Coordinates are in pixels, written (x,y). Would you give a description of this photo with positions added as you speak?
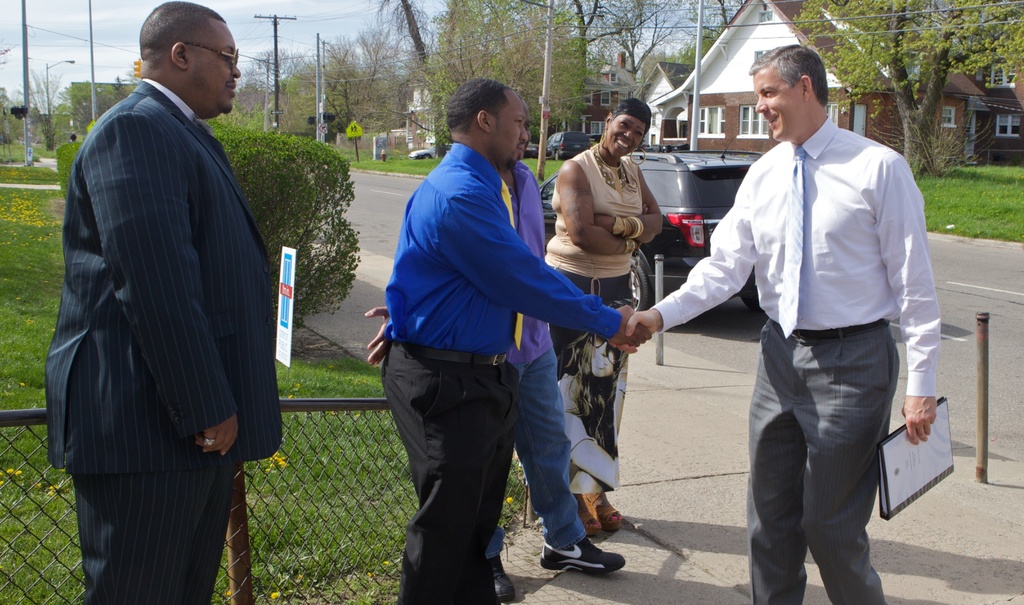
In the image we can see there are people (430,312) standing, wearing clothes (565,512) and some of them are wearing shoes (593,532). Here we can see a woman (607,278) wearing neck chain (626,177), bracelet (623,226) and earrings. We can see there are even vehicles (667,199) and buildings (688,79). Here we can see the fence (332,507), grass (37,361), plant (264,178) and trees (589,47). We can even see electric poles (275,67), electric wires (49,31) and the sky (69,29).
